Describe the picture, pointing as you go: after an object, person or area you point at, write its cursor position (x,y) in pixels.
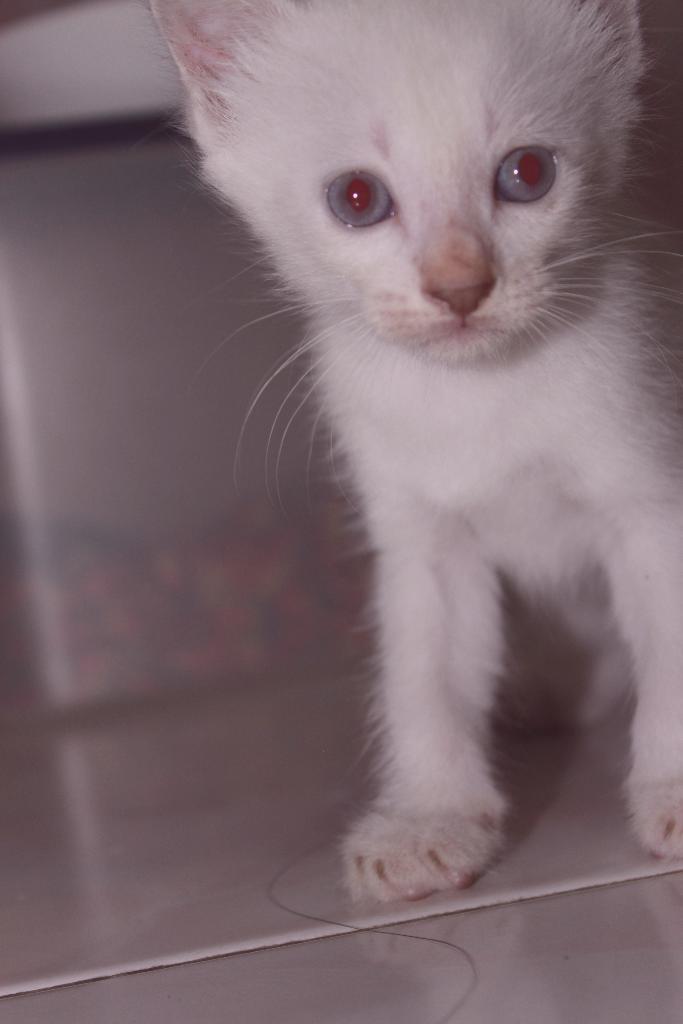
In this picture we can see a cat (318,200) and blurry background (89,386).
